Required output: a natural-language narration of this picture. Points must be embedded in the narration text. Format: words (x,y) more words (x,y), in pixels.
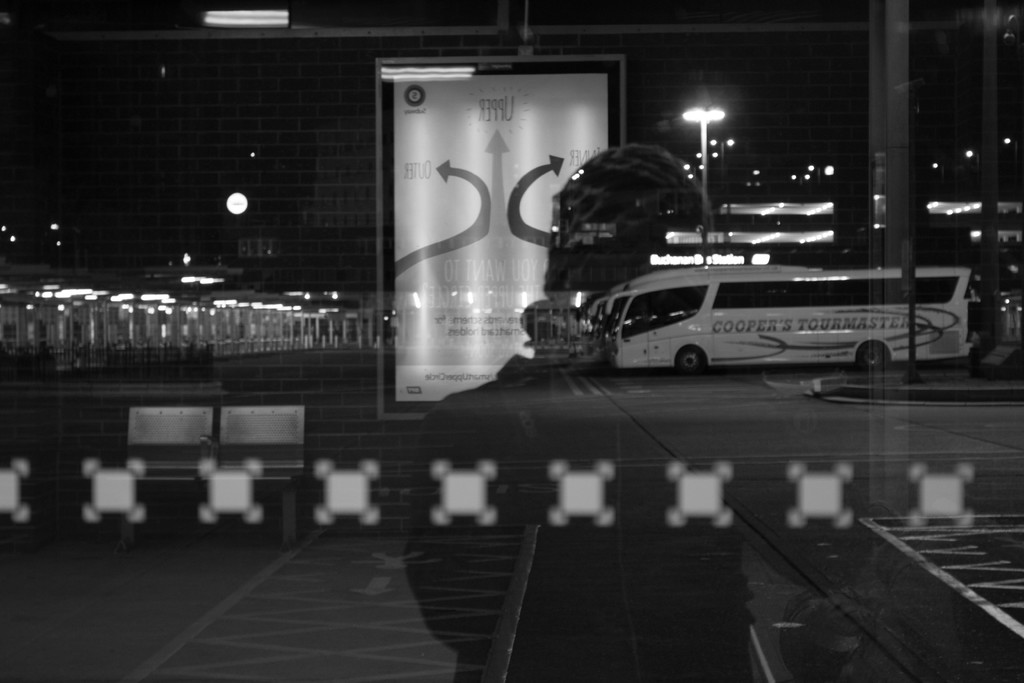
It is a black and white image. In this image we can see the glass (275,388) and through the glass (652,615) we can see a person reflection (639,617), a board (515,342), bus (803,307), buildings (834,239), road (767,410) and also the lights (276,307).
